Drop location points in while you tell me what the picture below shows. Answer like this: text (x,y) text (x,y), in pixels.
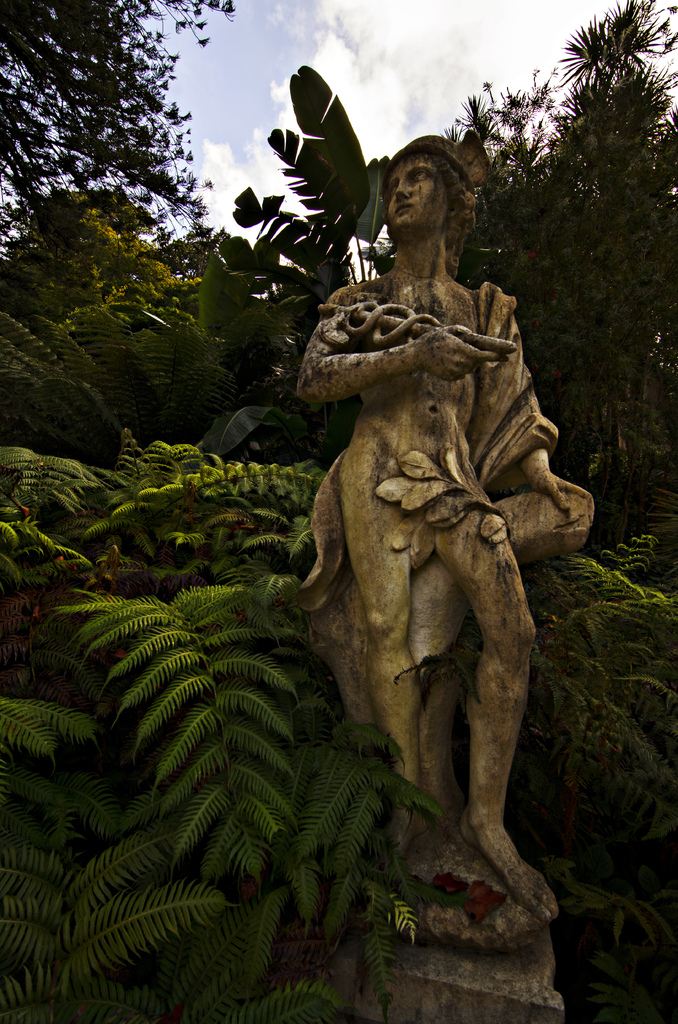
In the picture we can see a stone sculpture (502,636) of a person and behind it, we can see, full of plants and trees (628,194) are covered and above it we can see a sky (222,115) with clouds (259,157).
